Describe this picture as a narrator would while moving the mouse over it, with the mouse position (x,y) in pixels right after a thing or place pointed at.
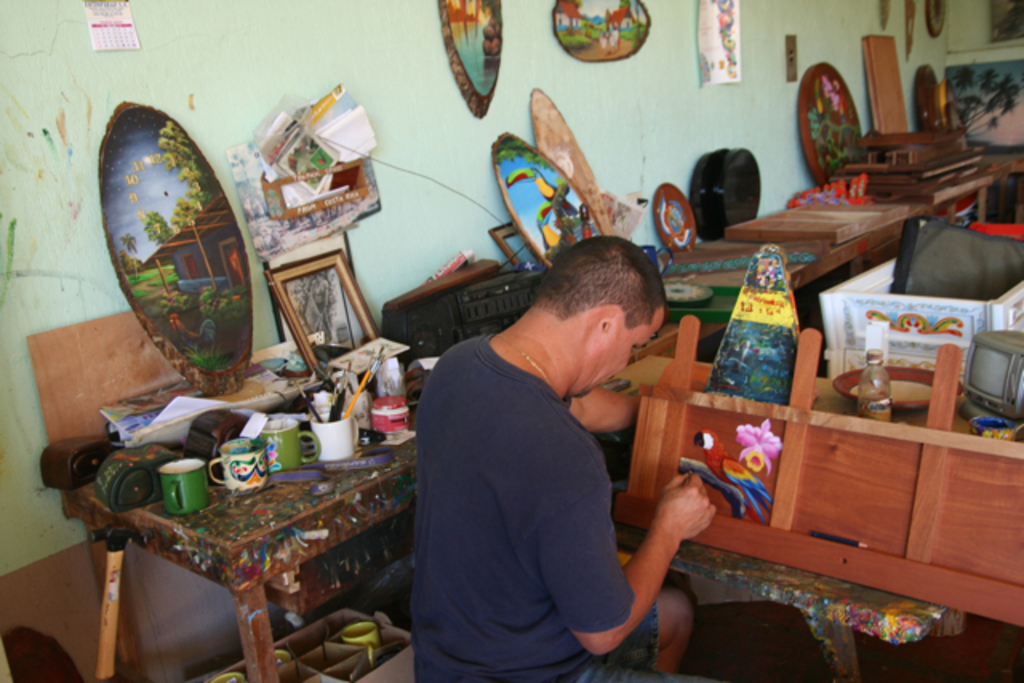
In this picture there is a man (555,477) painting on a wooden desk (789,438). There is a pencil (856,547), bottle (874,413), small television (969,399) on a wooden desk (818,490). There are cups (248,443), frame (312,343), pencils (344,406), painting (195,322) on the desk (321,524). There are few cups (277,658) in a box (331,651). There are few paintings (613,46) and a calendar (137,39) on the wall (154,54). There are few other painting (928,123) on the table (1022,202).
